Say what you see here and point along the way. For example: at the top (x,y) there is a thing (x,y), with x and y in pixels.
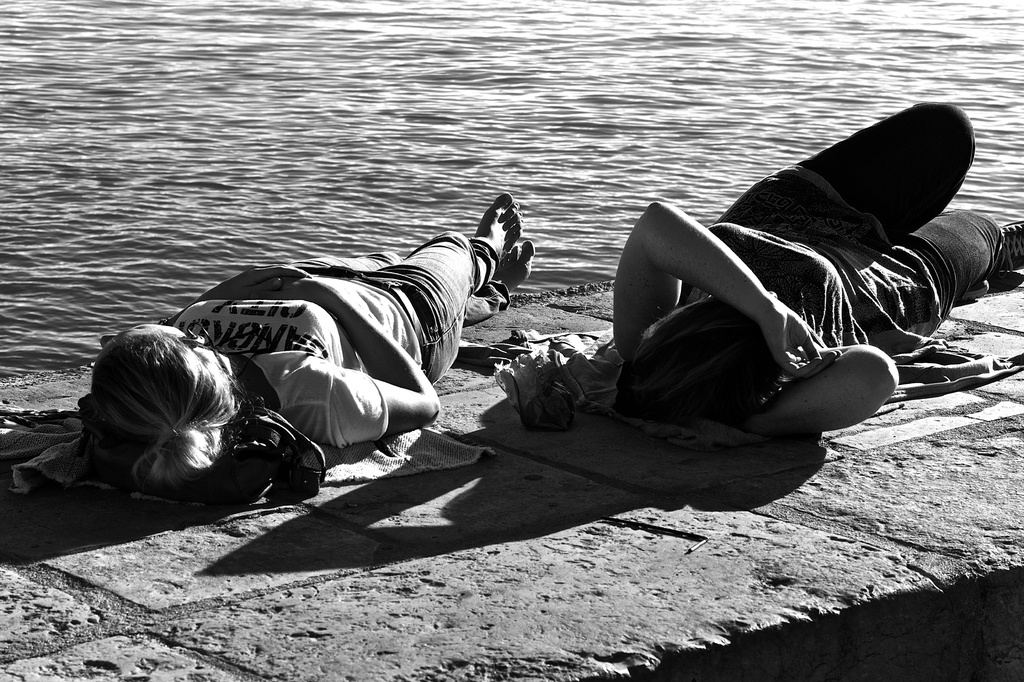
In this image I can see two persons (418,309) lying on the path way (500,569). And in the background (409,107) there is water (154,84).
